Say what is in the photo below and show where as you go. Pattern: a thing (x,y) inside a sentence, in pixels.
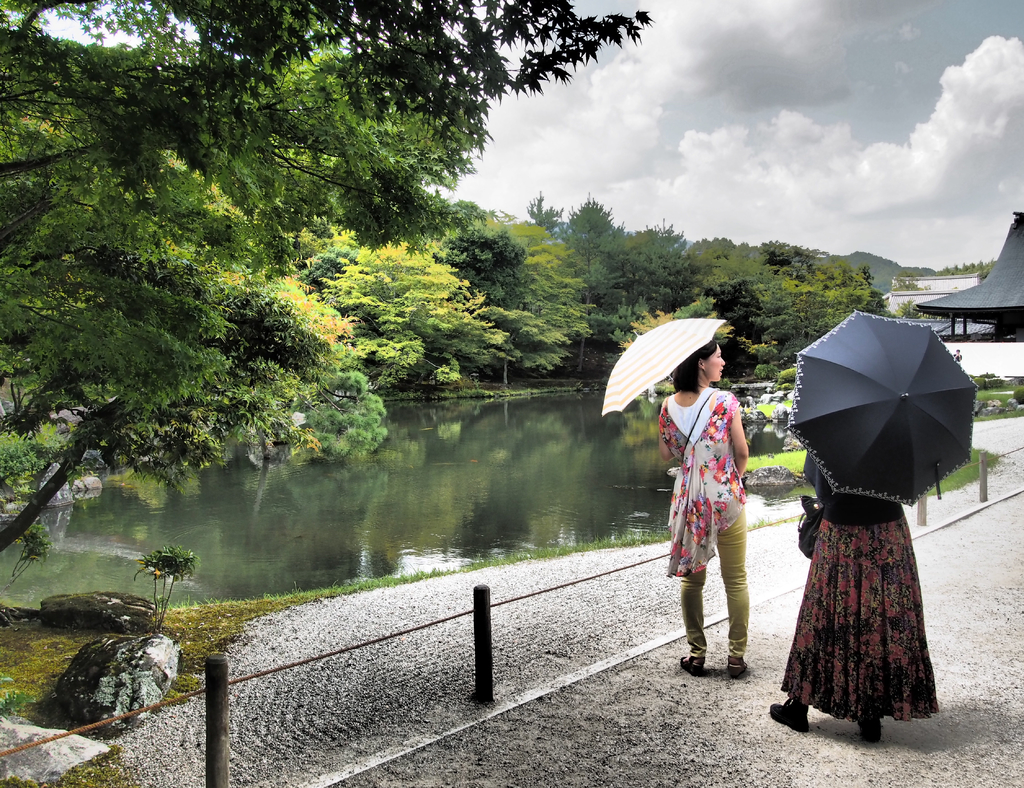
In this image on the right side (701,487) there are two people (704,468) standing, and they are holding umbrellas (833,426). At the bottom (573,674) there is walkway (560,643), and there are some rods (223,678) and rope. In the background (494,521) there is a pond (585,451), grass (73,634) and some rocks (67,623), plants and there are houses (967,278) and trees (281,253). At the top (654,113) there is sky (709,122).
